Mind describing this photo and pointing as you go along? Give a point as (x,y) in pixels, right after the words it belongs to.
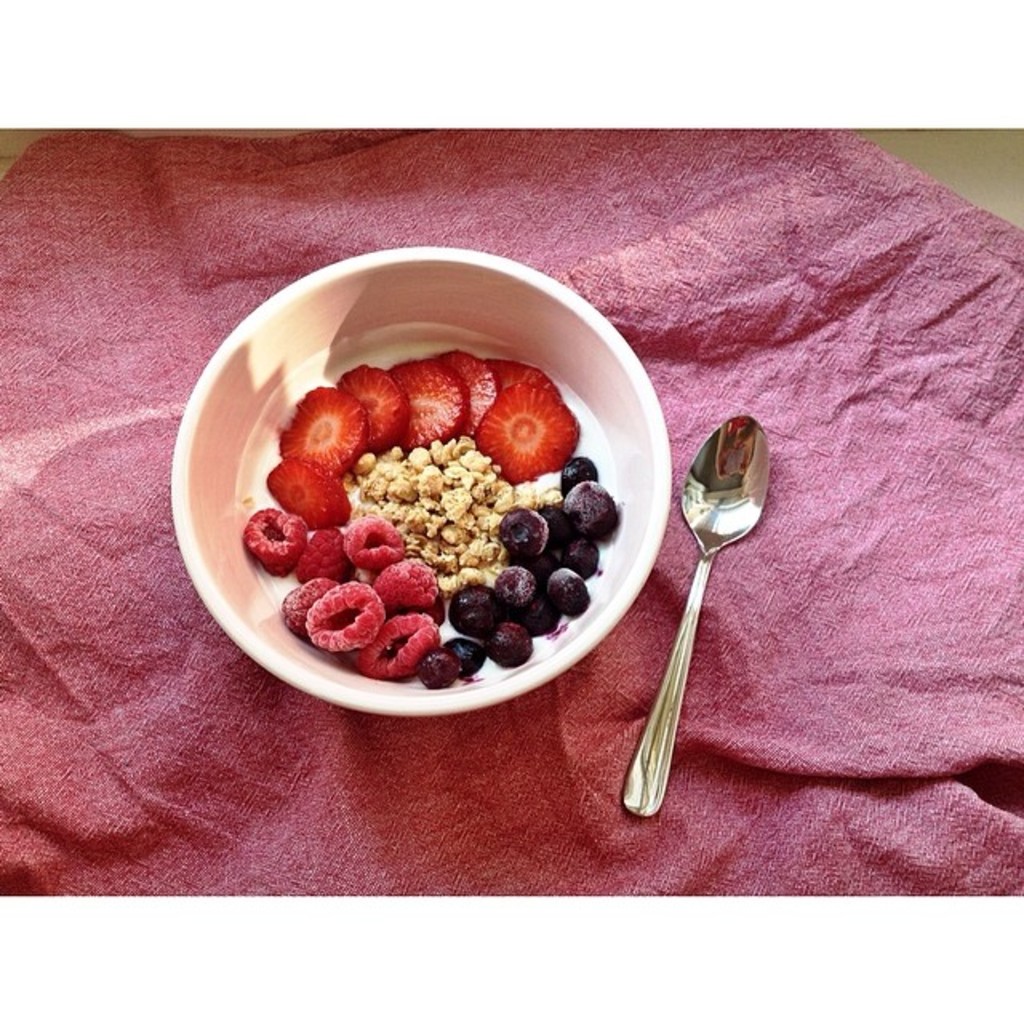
In this image we can see the nutrition fruit items (457,389) in the bowl (431,420). Here we can see a spoon (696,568). Here we can see a cloth (835,586) on the floor (962,146).
